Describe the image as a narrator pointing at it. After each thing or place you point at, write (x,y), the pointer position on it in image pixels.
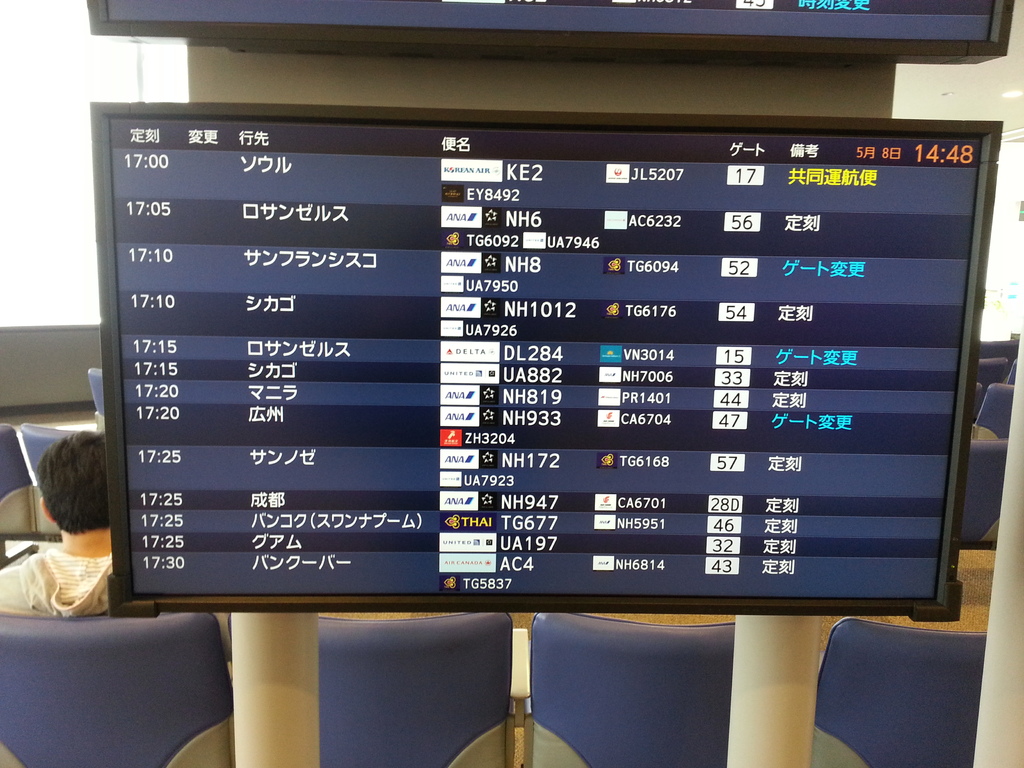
In this image, we can see some televisions (370,271) with images (835,273). We can see some poles (290,666), chairs (370,680). We can also see a person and the ground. We can also see the wall (637,112).
